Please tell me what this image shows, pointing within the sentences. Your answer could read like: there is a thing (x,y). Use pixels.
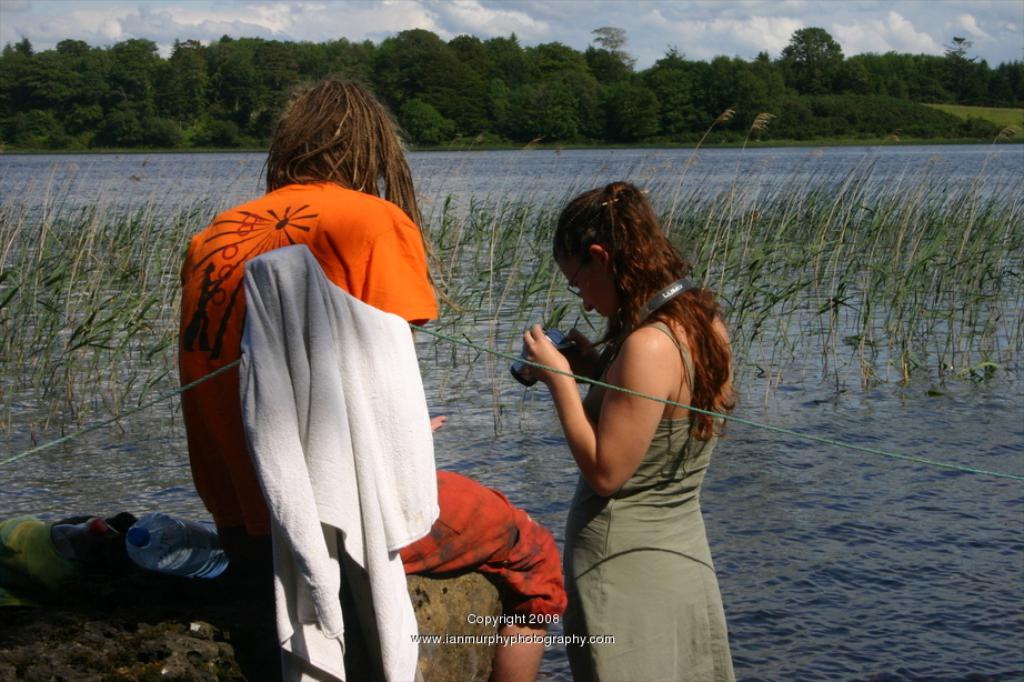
In this image I can see two persons (674,463), the person (672,491) at right (706,580) wearing green color dress (671,501) and the person (534,529) at left (229,436) wearing an orange color dress (355,241). Background (874,266) I can see water (711,208), grass (887,263) and trees (462,118) in green color, and sky (536,18) in white and blue color.
